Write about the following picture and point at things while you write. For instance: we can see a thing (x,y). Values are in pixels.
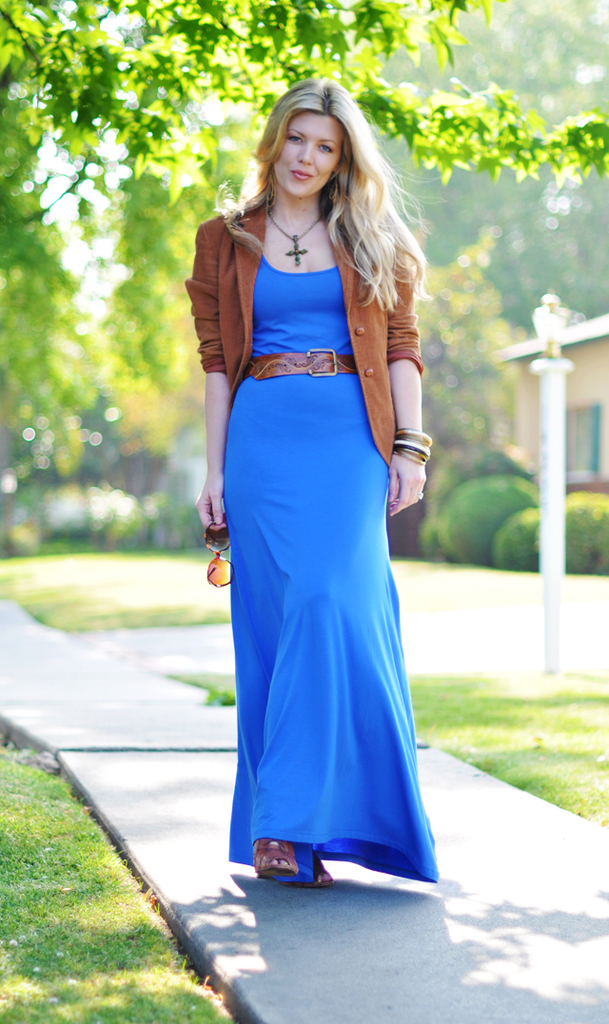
In this image I can see a path (223,758) and on it I can see a woman (223,256) is standing. I can see she is wearing a blue colour dress (277,295), a brown colour jacket (252,278), a belt (320,350), a necklace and I can see she is holding a shades (214,548). On the both sides of the path (483,844) I can see grass (601,746). In the background (501,330) I can see a pole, a light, a building (519,357), number of plants (585,556) and number of trees (357,39). I can also see this image is little bit blurry.
